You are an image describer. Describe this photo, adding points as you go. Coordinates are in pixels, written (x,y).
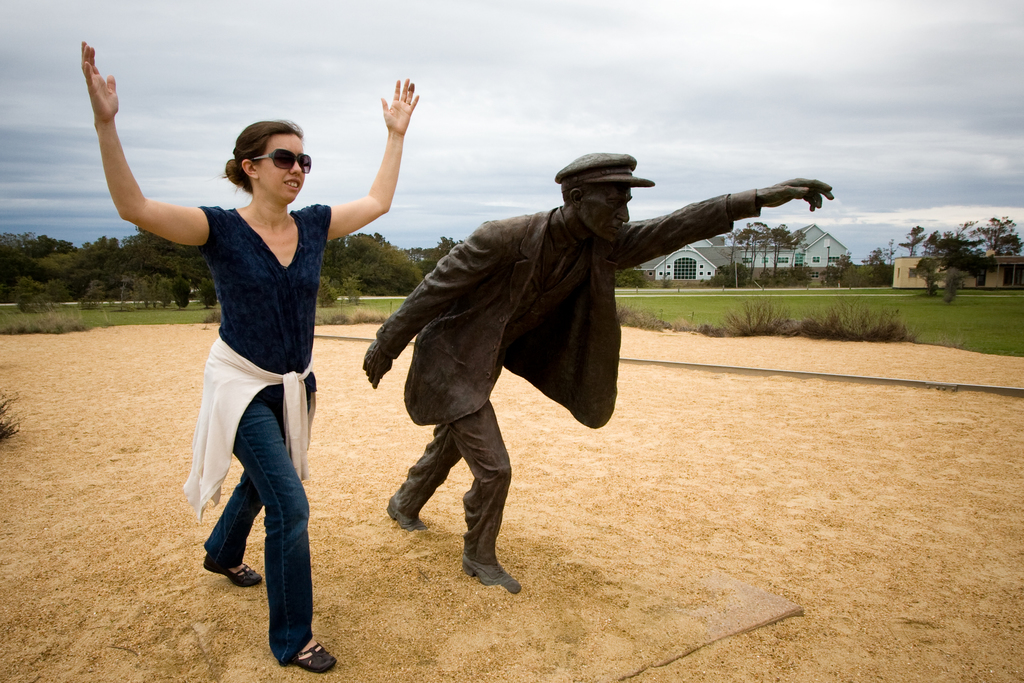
In the background (224,29) we can see the sky (212,64), trees (832,268), houses (989,280), plants (57,293) and poles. In this picture we can see a statue (490,347). On the left side of the picture (283,644) we can see a woman (310,166) giving a pose. At the bottom portion of the picture (726,523) we can see the sand (949,555).
